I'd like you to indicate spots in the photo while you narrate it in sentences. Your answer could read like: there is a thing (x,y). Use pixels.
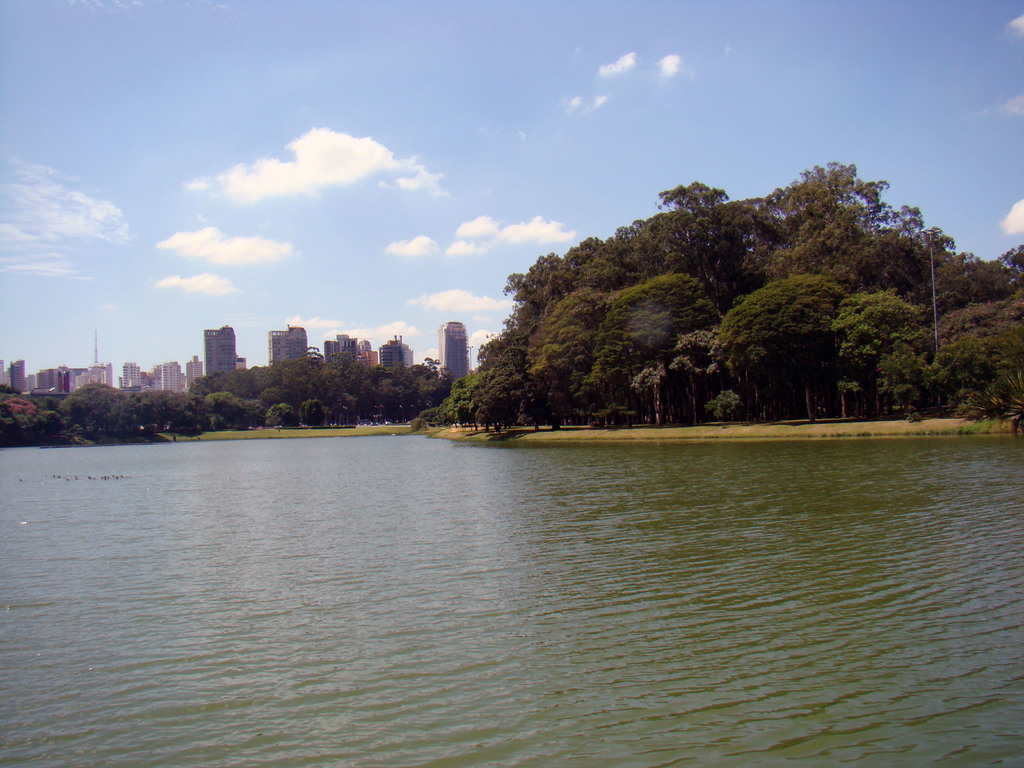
In this picture I can see the water (573,555) in front (725,545) and in the center of this picture (388,397) I can see number of trees (535,317) and buildings (228,326). In the background (176,177) I can see the clear sky (494,122).
